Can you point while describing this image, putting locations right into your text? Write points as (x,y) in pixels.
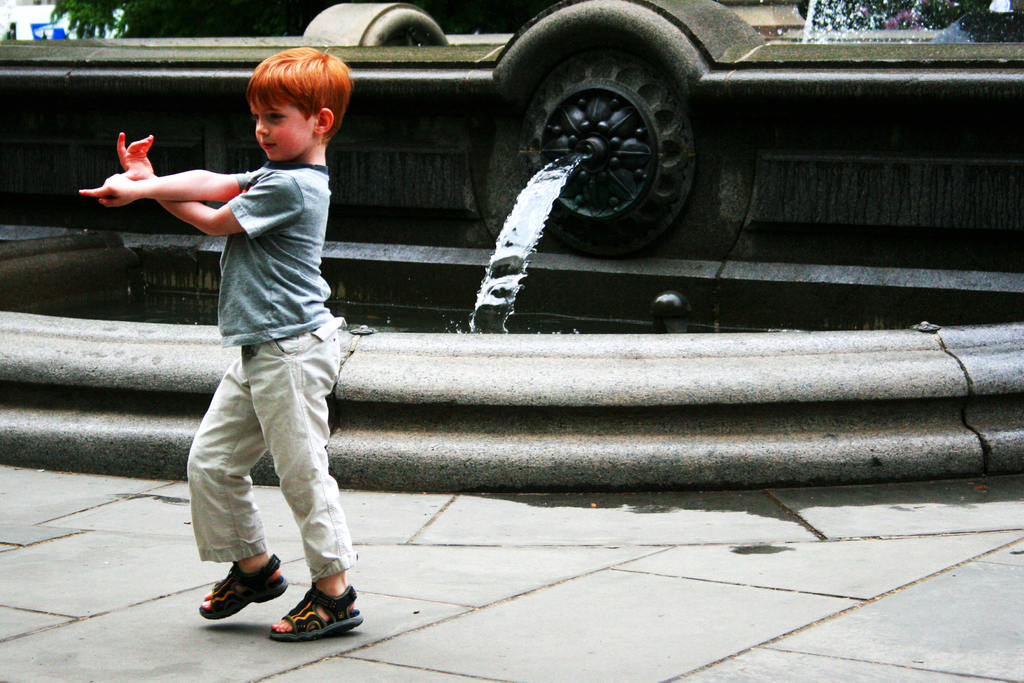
This picture is clicked outside. On the left (283,208) there is a kid (258,186) wearing t-shirt (310,220) and seems to be dancing on the ground (633,674). In the background (750,322) we can see a waterfall (552,193) and some other objects (650,41).
